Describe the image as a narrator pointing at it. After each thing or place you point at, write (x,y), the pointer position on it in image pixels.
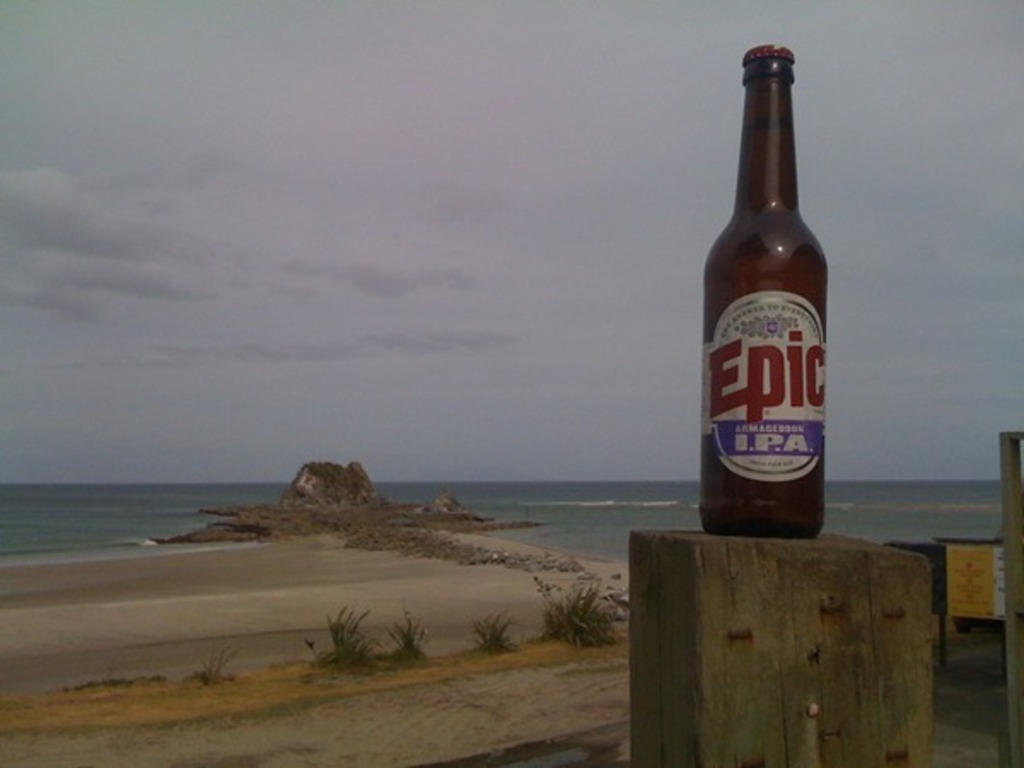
In this picture we can see a bottle (726,293) on the wood (734,584) in the background (592,630) we can see couple of plants (397,648) and some water (576,485).
